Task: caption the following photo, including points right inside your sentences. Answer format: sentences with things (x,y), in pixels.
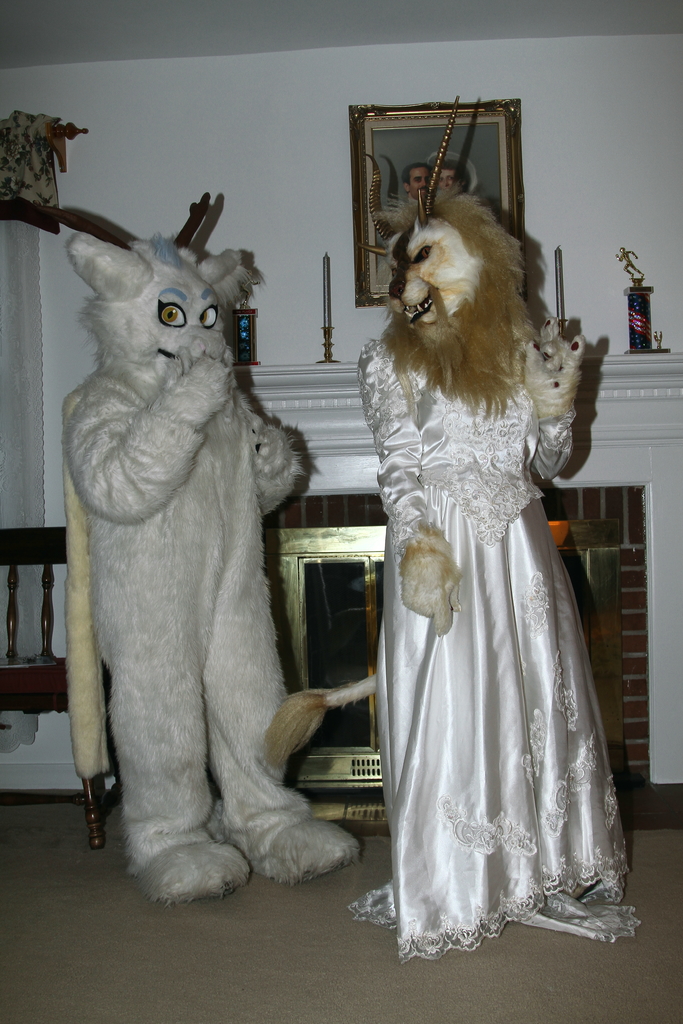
In this image there are persons (180,549) in the center (254,613) wearing a costumes (423,620) of animals (189,458). In the background (359,217) there is a frame (397,185) on the wall (305,227) and there is an Empty chair (16,677) in front of the wall (49,488).
